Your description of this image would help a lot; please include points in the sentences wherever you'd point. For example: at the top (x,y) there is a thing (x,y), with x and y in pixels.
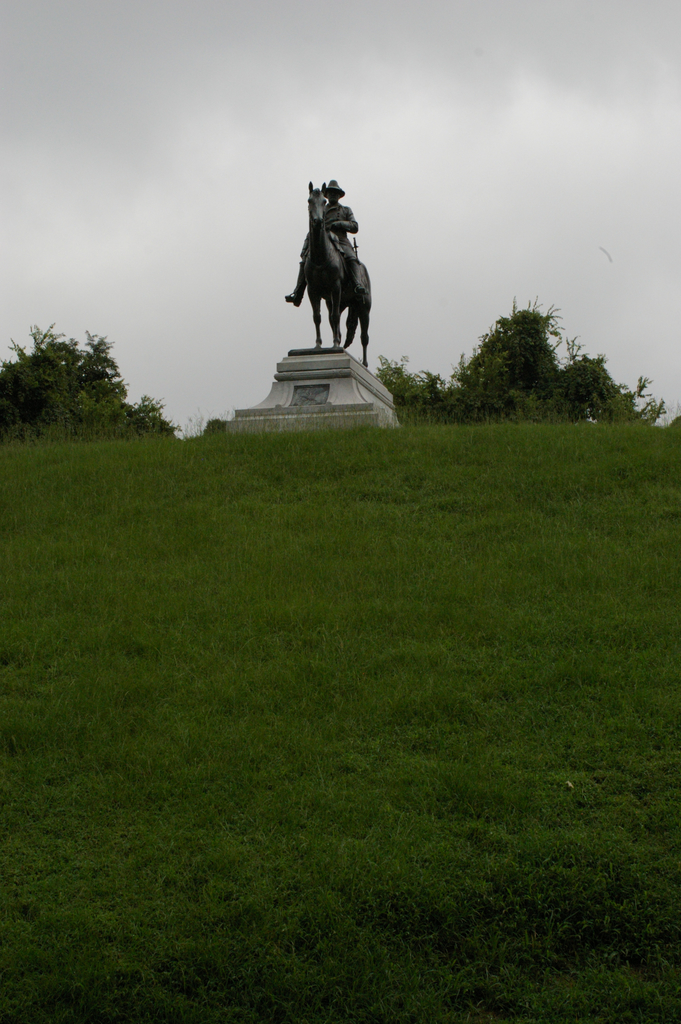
In this image I can see a statue (308,268) in black color. I can see few trees (549,398) and green grass (528,555). The sky (481,220) is in white color.
